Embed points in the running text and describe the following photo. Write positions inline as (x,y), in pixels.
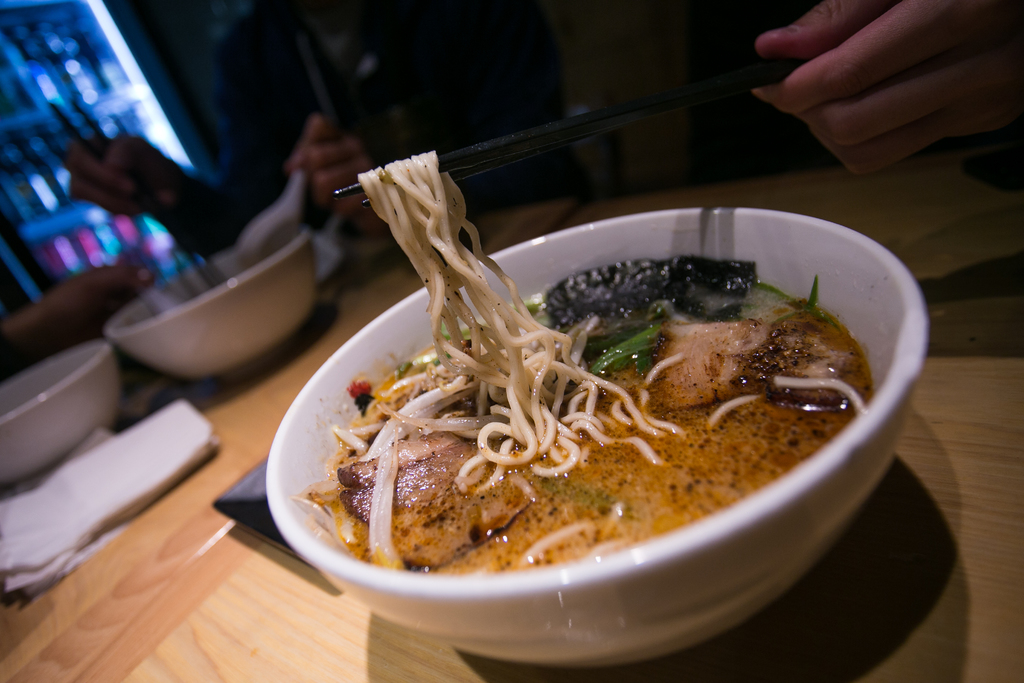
In this image we can see a food item (667,359) in a white color bowl (407,606). We can see a human hand (853,58) holding sticks (452,169) in the right top of the image (841,34). In the background (398,110), we can see people (387,95) and bowls (259,312) on the wooden surface (198,512). We can see tissues (71,509) on the left side of the image (52,537).
